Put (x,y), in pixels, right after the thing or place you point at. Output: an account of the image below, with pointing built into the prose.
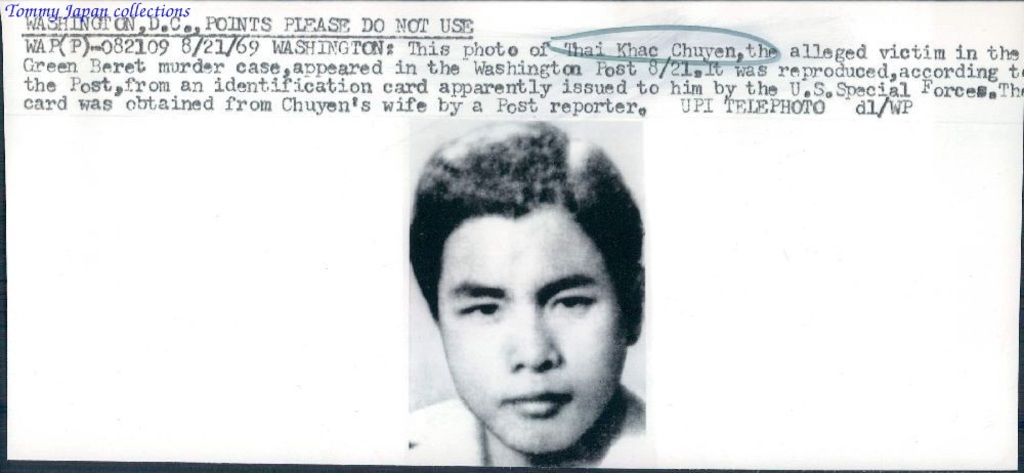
In this image I can see the black and white picture of a person (607,317) and on the top of the image (244,81) I can see few words (411,67) written with black color. I can see the white colored background (251,199).
